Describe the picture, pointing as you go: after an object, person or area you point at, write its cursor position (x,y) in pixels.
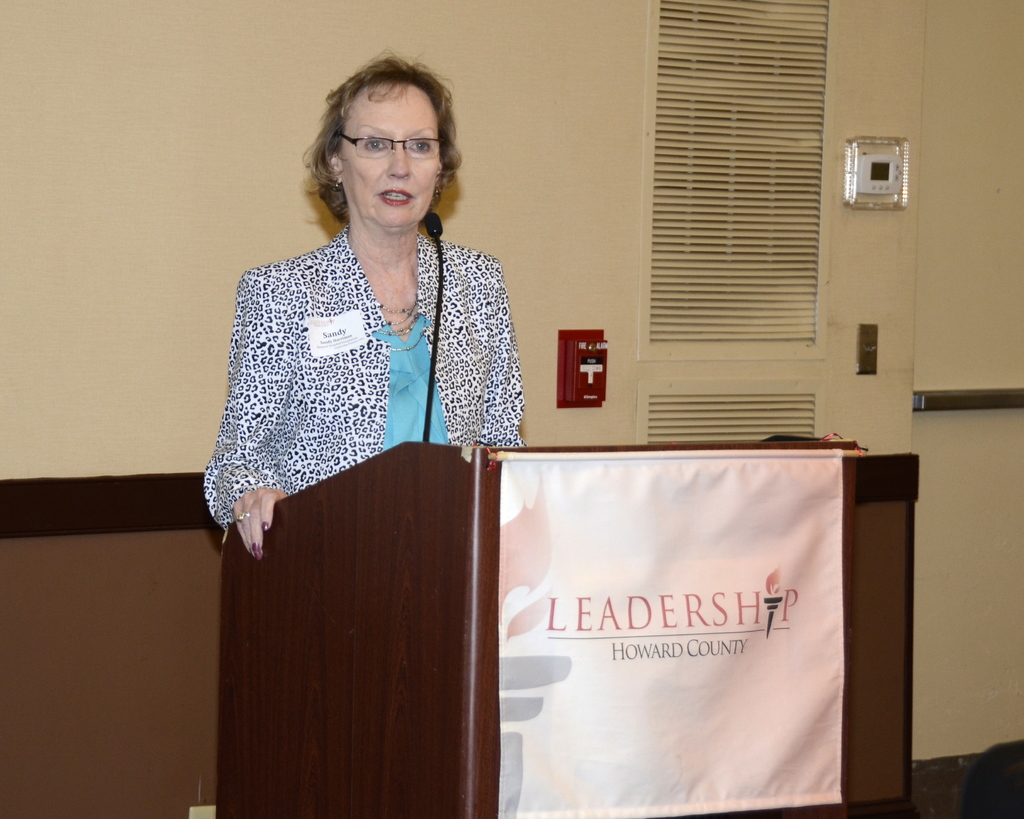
In this image, we can see a woman (289,354) standing and she is speaking in a microphone (428,434), in the background (190,40) there is a wall (253,52).
